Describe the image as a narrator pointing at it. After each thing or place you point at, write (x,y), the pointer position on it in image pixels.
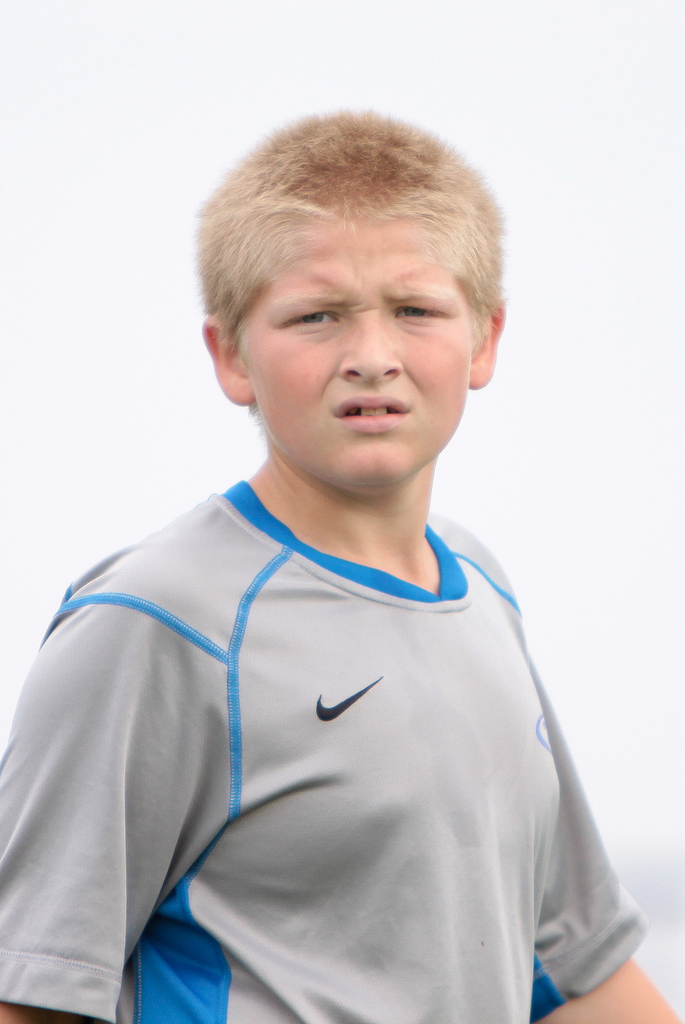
In the picture I can see a boy (217,659) in the middle of the image (429,493). He is wearing a T-shirt (447,899) and I can see a logo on the T-shirt (363,728).
